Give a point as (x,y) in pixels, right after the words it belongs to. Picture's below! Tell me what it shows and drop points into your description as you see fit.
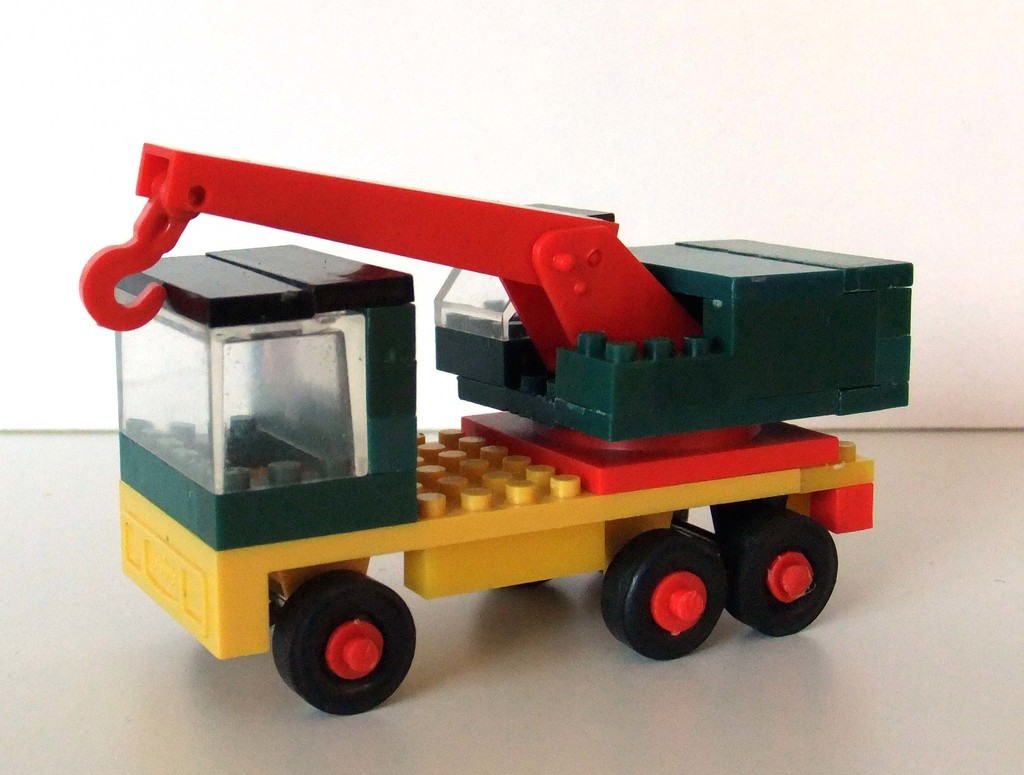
In this image there is one Toy of a truck (276,479) is in middle of this image (431,414) and there is a wall (664,130) in the background (633,139).
